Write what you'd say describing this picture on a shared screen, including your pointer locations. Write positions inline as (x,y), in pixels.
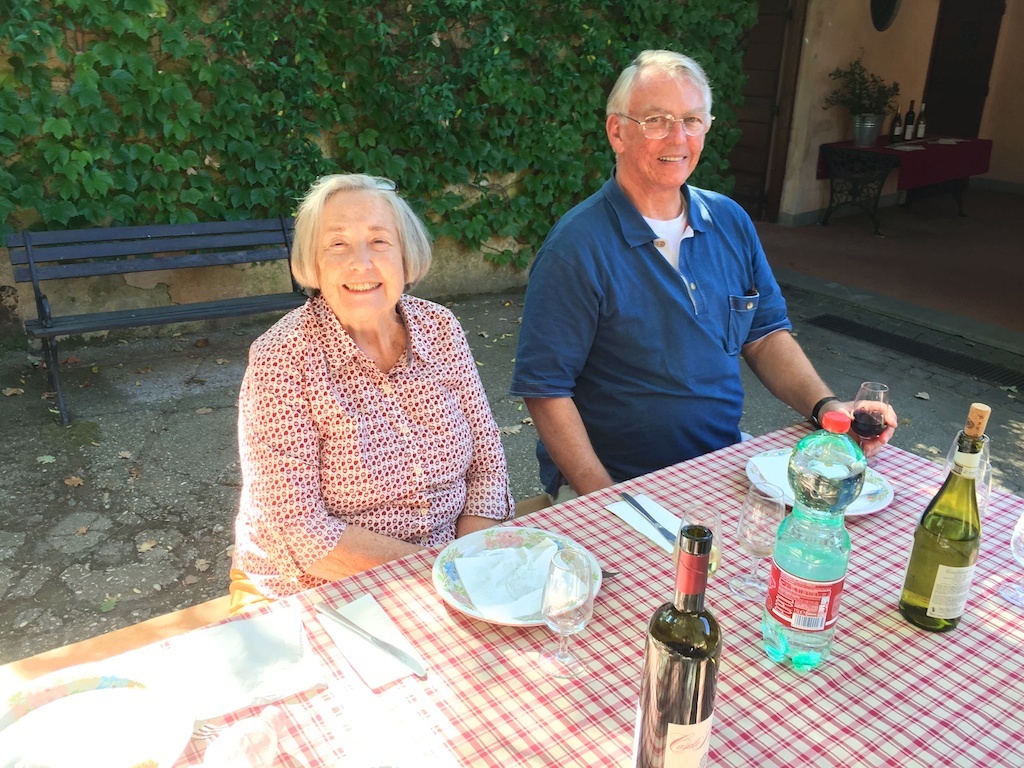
In this picture we can see man (673,177) and woman (352,261) sitting on bench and in front of them we have table (718,581) and on table (718,581) we can see bottle (802,528), glass (874,405) with drink (861,418) in it, plate (788,453), knife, tissue paper (640,520), and in background (214,237) we can see bench (80,237), plants (242,200) on the wall (167,274), door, plant pot (859,120), one more table (909,145).
